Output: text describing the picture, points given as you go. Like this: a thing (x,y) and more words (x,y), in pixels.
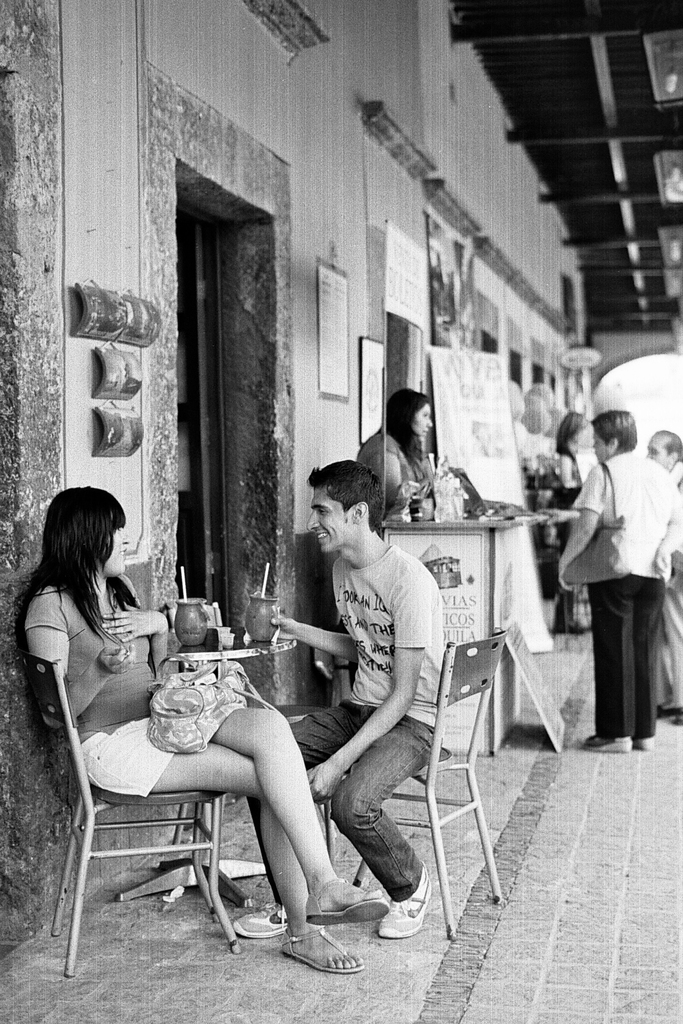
There are two persons (259,712) sitting on the chair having their drink (252,631) and there is a woman (415,471) standing at the counter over here and there are three persons (631,513) at the right side of the image (634,459) two of them are looking towards the counter (489,535) and at the left of the image (34,320) there is a wall (378,232) on which there are some quotations (365,353) on the wall (549,371) and at the top right of the image (665,70) there are lights (655,159) placed at the roof (645,251).
